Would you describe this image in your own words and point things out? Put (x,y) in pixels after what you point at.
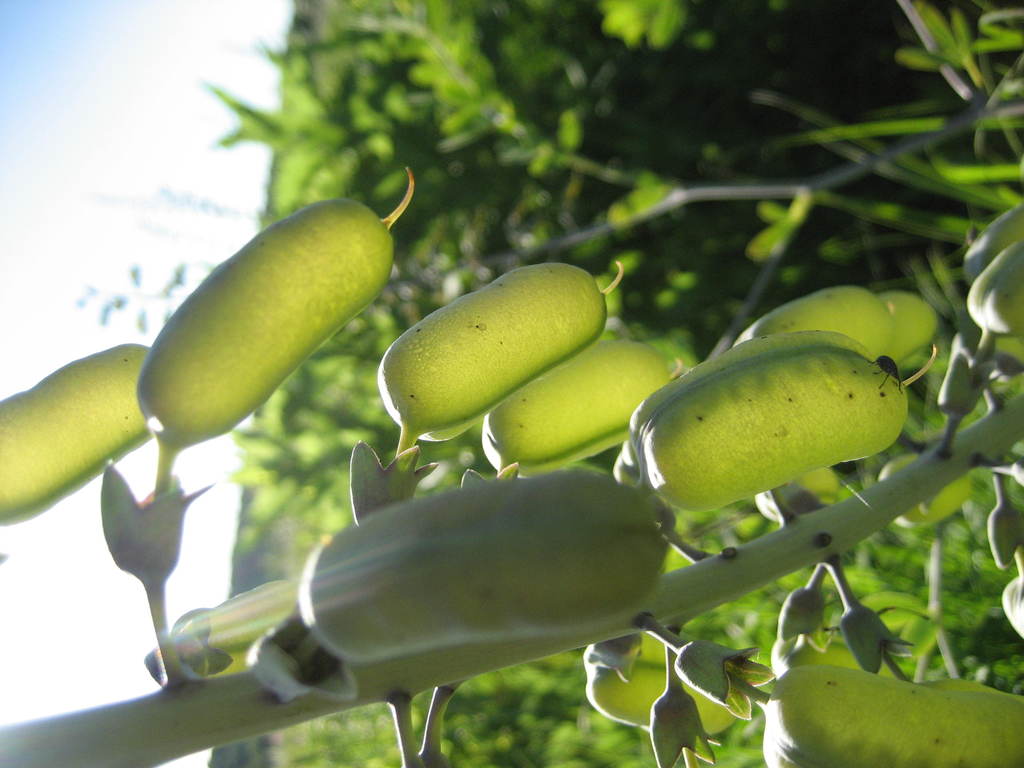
In this image we can see vegetables (591,528) on the branch (810,538). Background (746,214) it is blur.
